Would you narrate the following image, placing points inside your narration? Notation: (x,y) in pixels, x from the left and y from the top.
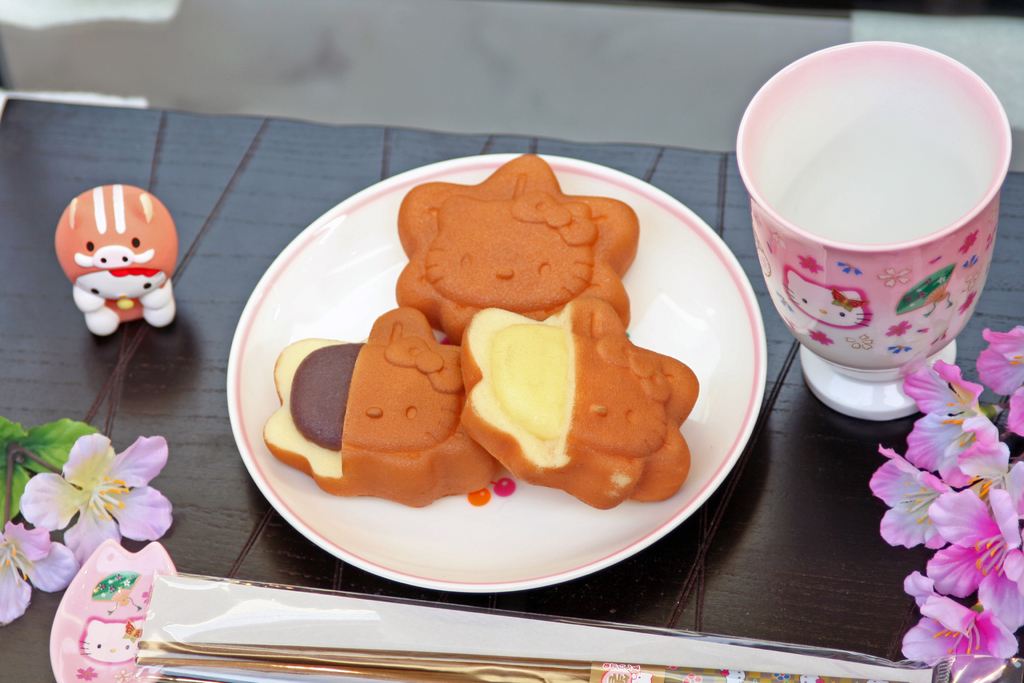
In this picture there are few eatables (552,282) placed in a plate (643,331) which is on the table (340,177) and there is a cup (860,256) few flowers (953,506) and some other objects (130,236) placed on it.
